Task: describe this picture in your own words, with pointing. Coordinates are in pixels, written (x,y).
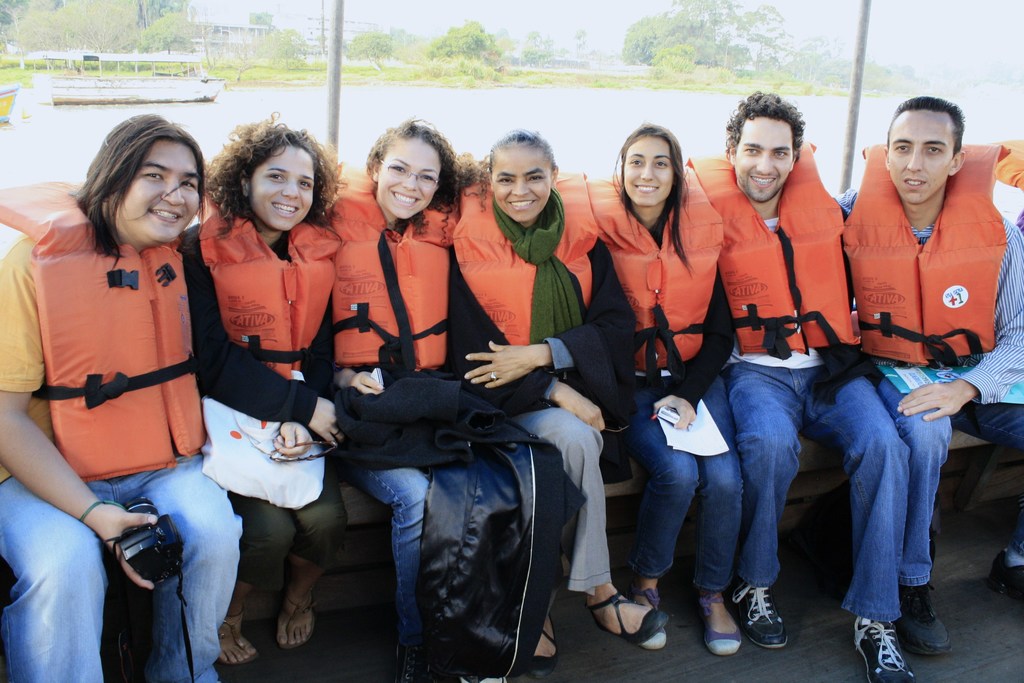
In this picture we can see a few people (111,433) holding objects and sitting on a bench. There are a few trees (300,61), poles (331,61) and a building (209,37) is visible in the background (256,27).
